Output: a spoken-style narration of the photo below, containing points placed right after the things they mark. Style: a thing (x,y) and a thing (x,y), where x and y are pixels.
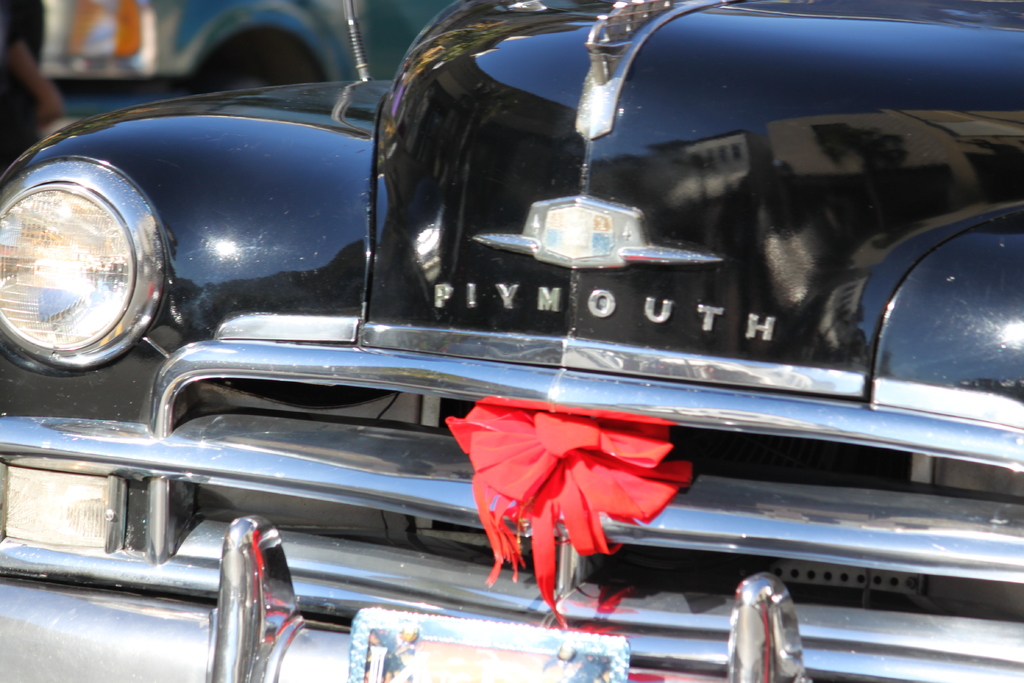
In the picture there is a front part (574,180) of a vehicle (574,407), it is of black color and the background of the vehicle (248,136) is blur.
